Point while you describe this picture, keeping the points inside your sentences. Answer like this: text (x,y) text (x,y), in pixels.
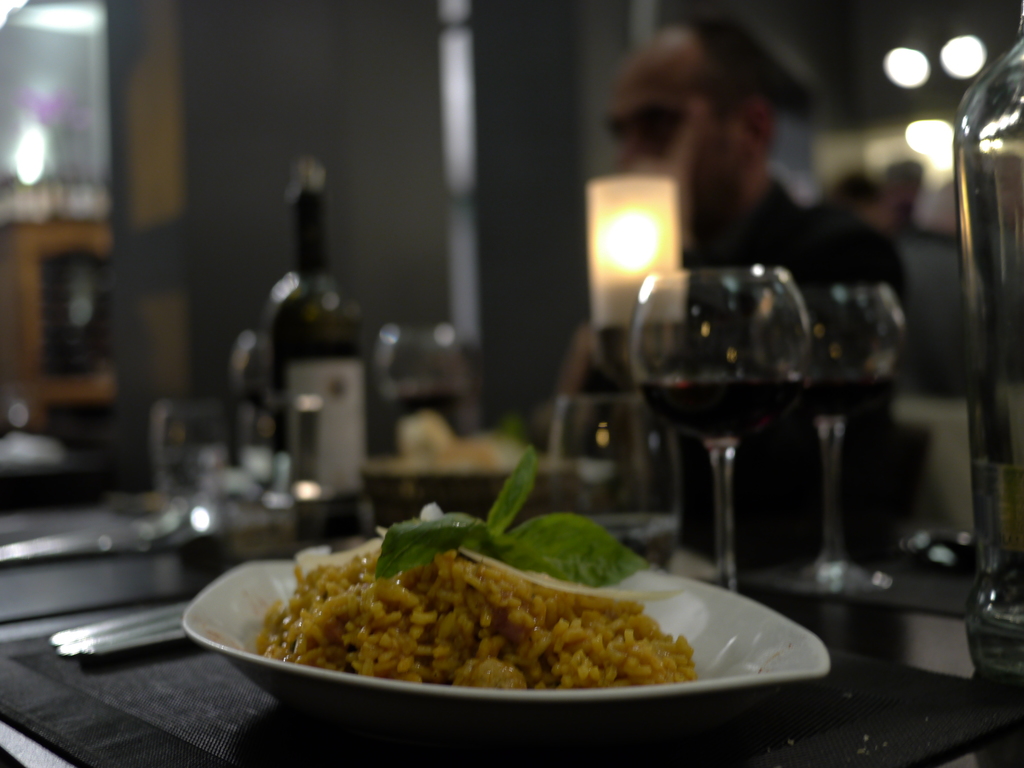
This is the food (440,609) in a white color plate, on the right side (873,370) there are wine glasses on this table (865,635).
